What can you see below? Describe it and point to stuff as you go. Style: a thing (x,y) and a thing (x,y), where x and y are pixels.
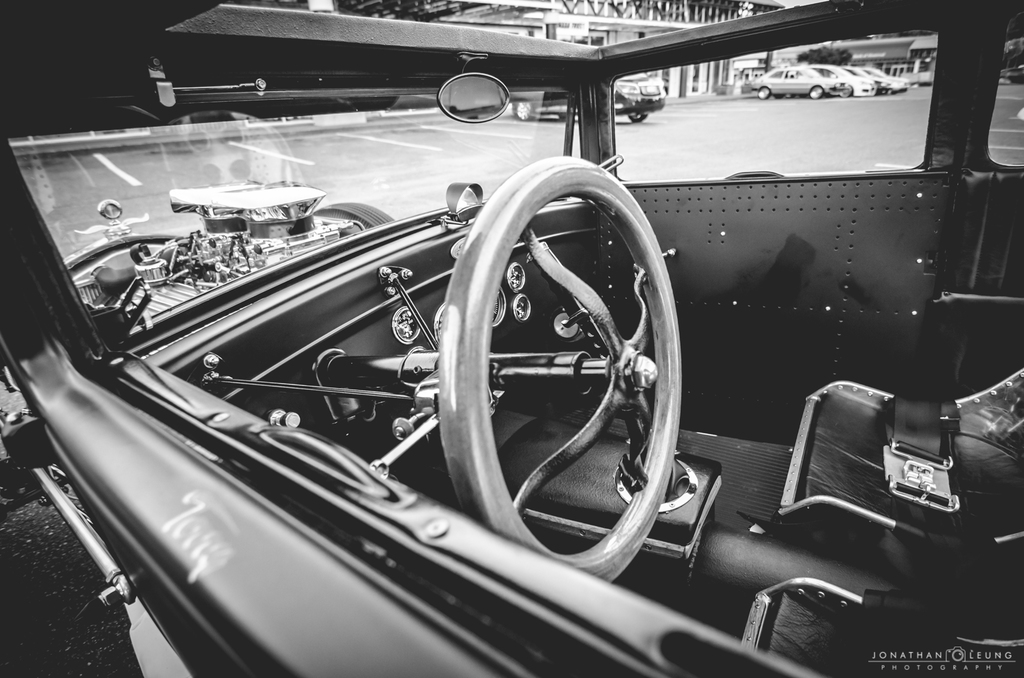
This image consists of a vintage car (713,327). We can see the interior (817,603) of the car (381,528). In the background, there is a road (912,108). On which there are many cars (801,91) parked. At the top (544,25), there is a building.
